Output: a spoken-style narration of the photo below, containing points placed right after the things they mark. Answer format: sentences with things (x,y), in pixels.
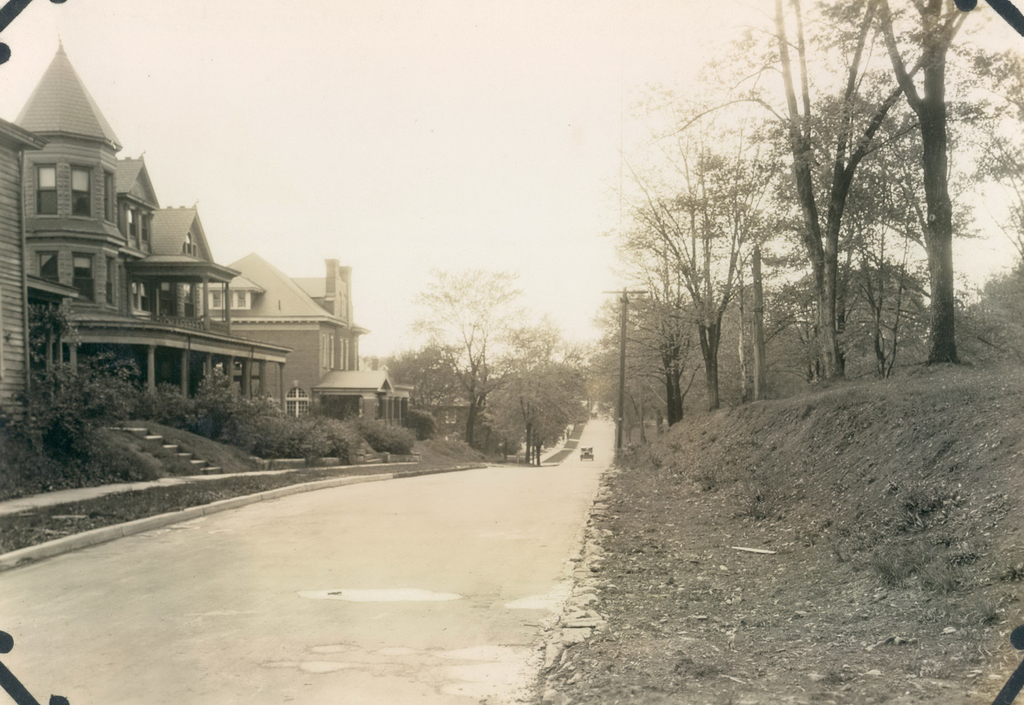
In this picture I can see the path (338,575) in front (347,530) and I can see few buildings (193,306), plants (117,389) and the trees (813,358). In the background (515,368) I can see few more trees (507,347), a pole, a car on the road (603,424) and the sky (328,135).
